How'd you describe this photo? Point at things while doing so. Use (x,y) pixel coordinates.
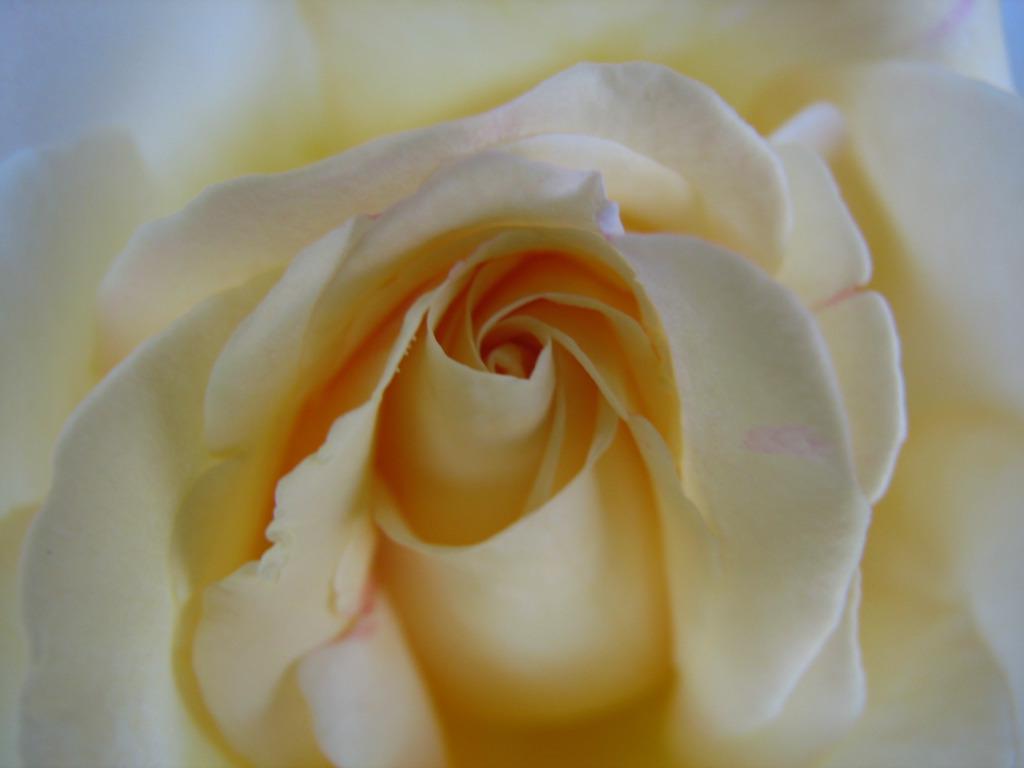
There is a yellow color rose (414,379).
